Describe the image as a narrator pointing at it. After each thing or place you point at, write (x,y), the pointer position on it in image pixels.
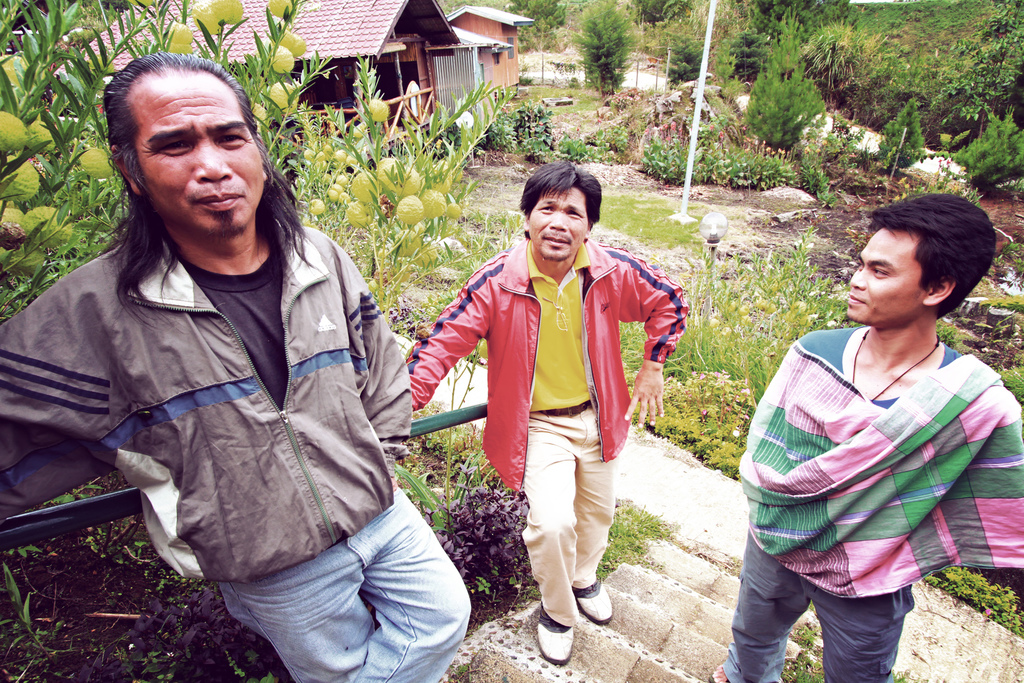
In this image we can see few houses (427,60). There are many trees (906,138) and plants (873,86) in the image. There are staircases (653,620) in the image. There are three people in the image.
